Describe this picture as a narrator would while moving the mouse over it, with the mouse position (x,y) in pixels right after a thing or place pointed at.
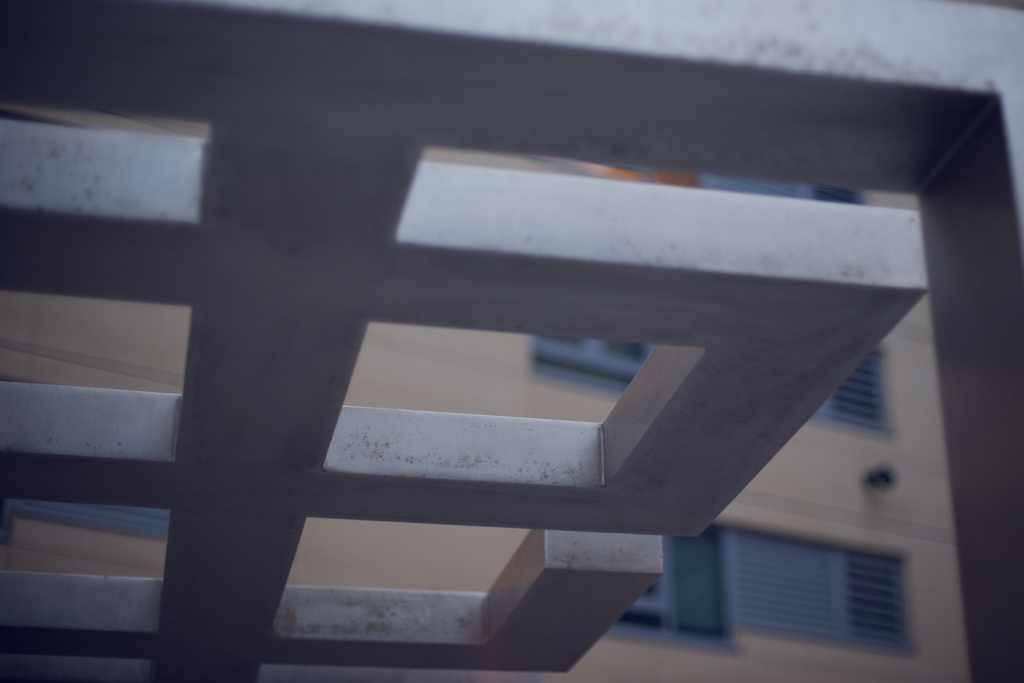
In this image, we can see a roof (516,277). In the background (792,469), we can see a building (778,462), window (634,361).
